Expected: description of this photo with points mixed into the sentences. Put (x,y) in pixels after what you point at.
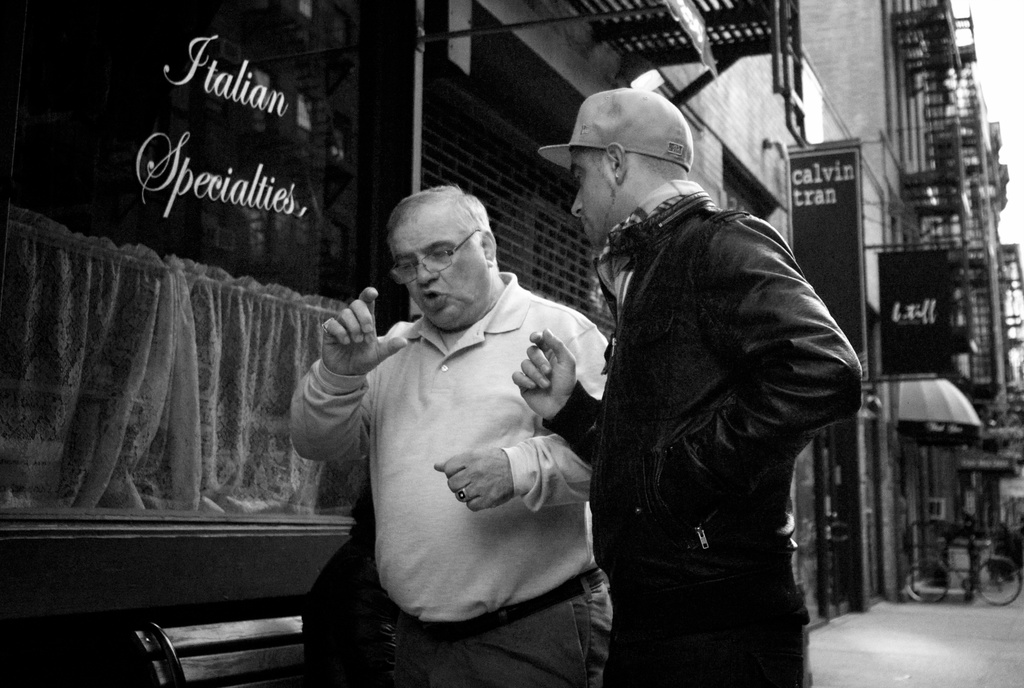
It is a black and white image. In this image we can see two persons (615,354) standing. We can also see the buildings (902,81), text boards (808,163) and also the bicycle (977,578). We can see a person (358,621) sitting on the bench (264,671). We can also see the path (859,649) and a curtain (118,388).
